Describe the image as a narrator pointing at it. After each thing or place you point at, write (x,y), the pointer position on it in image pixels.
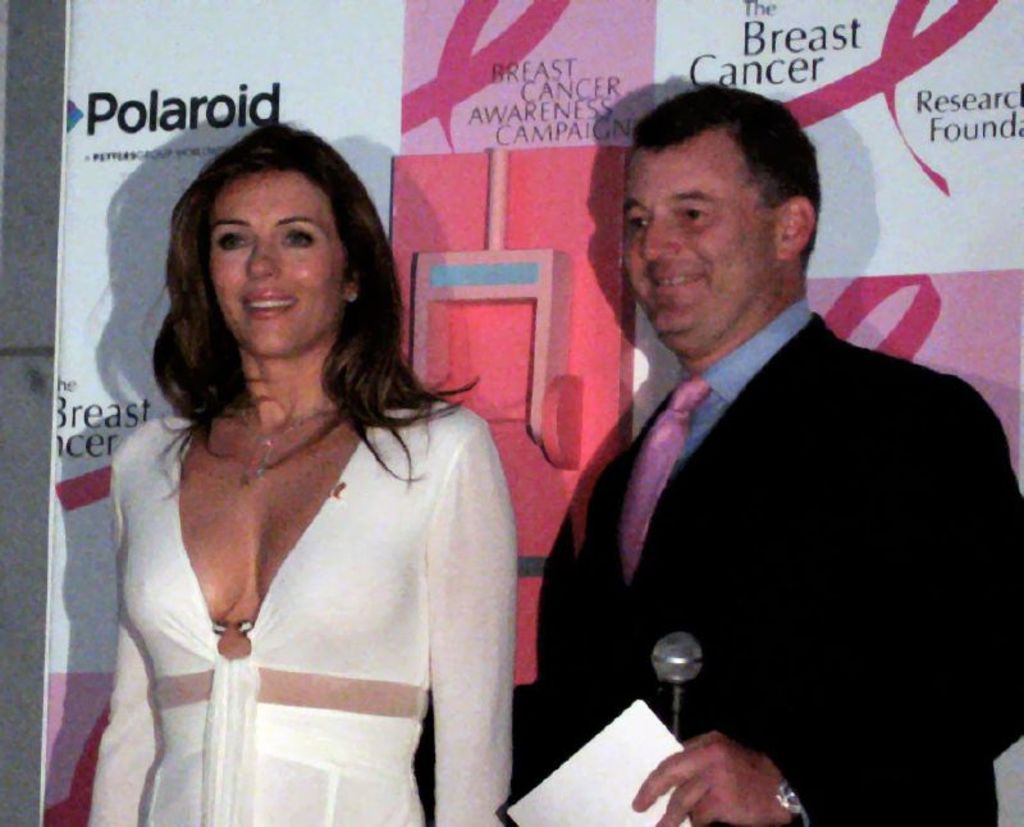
In the picture I can see a man (982,568) on the right side (848,727) and there is a smile on his face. He is wearing a suit (959,481) and a tie (642,511) and he is holding a microphone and papers (597,798) in his hand (763,796). There is a woman (377,295) on the left side (325,319) and she is smiling as well. In the background (496,412), I can see the hoarding (538,56).
